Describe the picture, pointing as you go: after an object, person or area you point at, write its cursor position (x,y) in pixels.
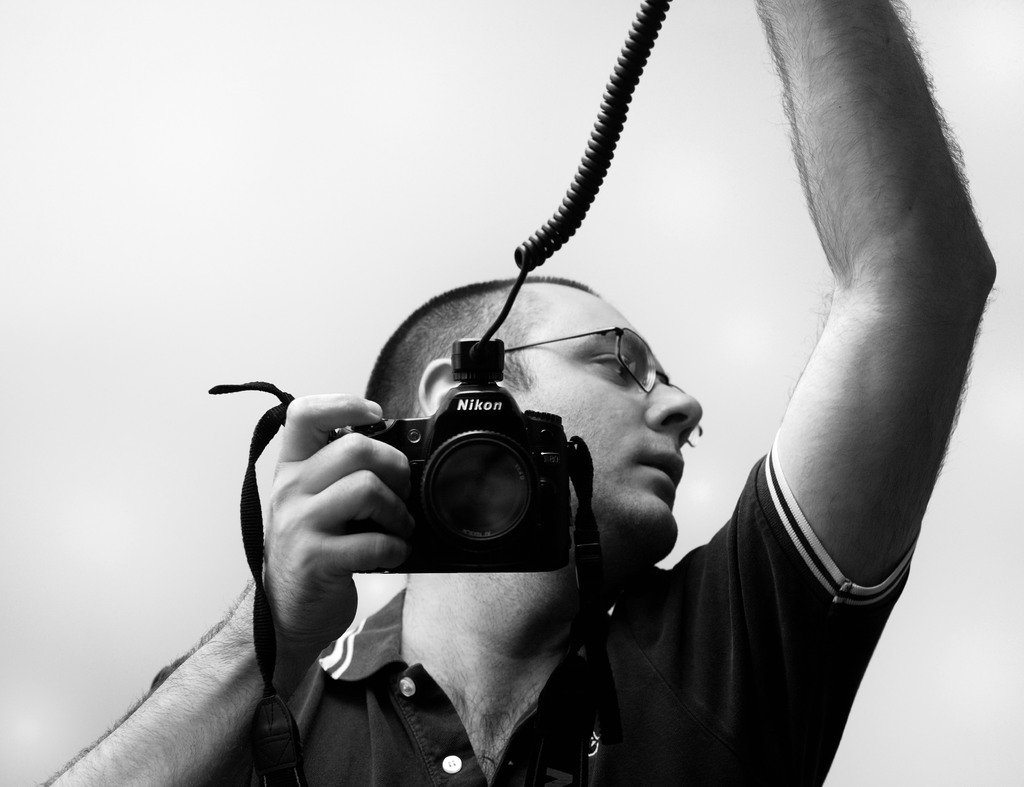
As we can see in the image, there is a man (368,494) holding camera (556,445).
